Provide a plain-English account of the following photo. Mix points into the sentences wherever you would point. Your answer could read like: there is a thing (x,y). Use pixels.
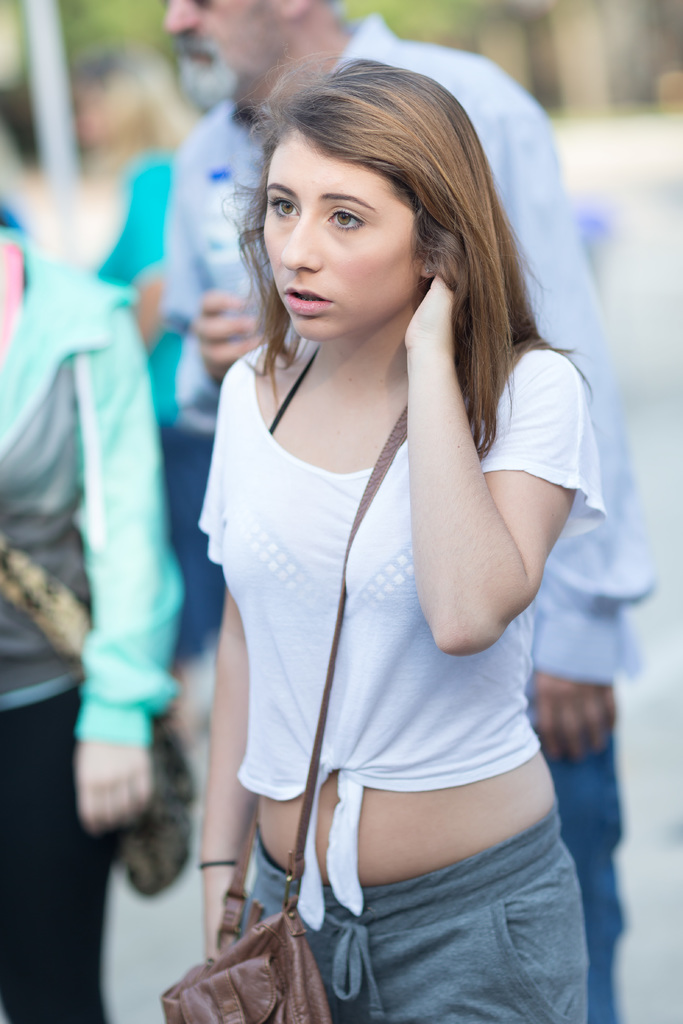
In this picture there is a woman (343,748) carrying a bag (314,746). In the background of the image (6,304) it is blurry and we can see people (120,275).
